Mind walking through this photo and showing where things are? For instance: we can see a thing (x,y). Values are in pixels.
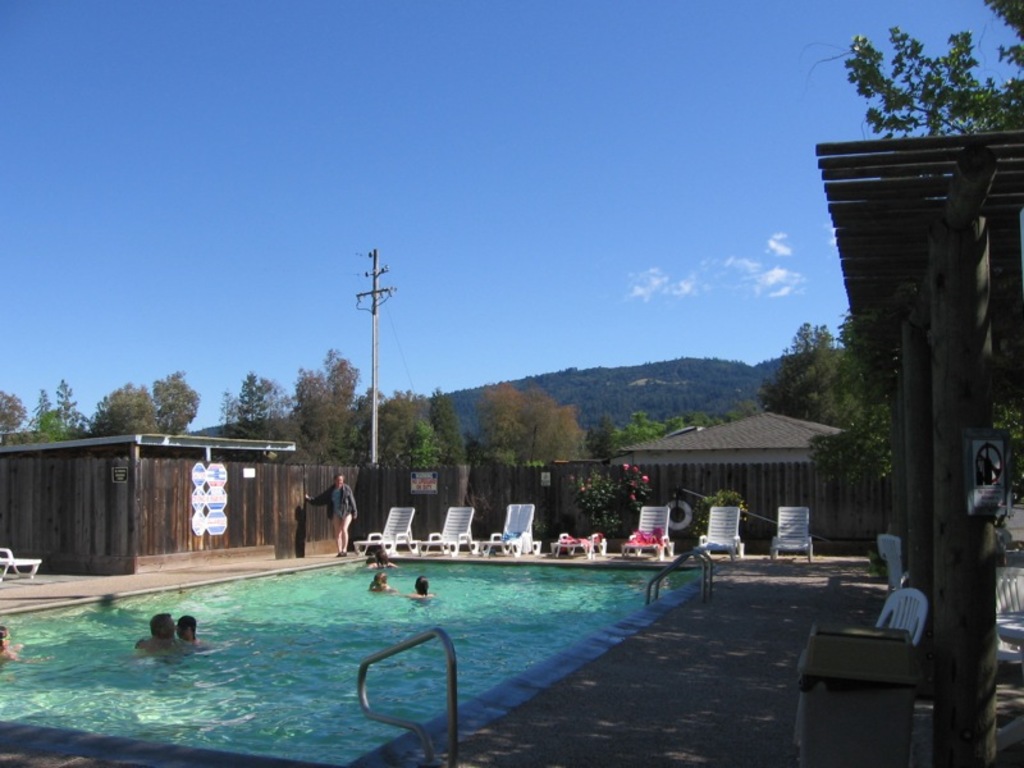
In this image there is a swimming pool (312,651), and in the pool (278,629) there are some persons (139,644) and also there are some chairs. On the right side (902,557) there are some wooden poles (888,195) and chairs (882,545) and a box (835,662), at the bottom (713,675) there is a walkway (643,645). And in the background (13,491) there are some houses (65,524), wall (319,484), pole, wires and some posters (210,477), trees (313,444) and mountains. At the top (384,204) there is sky (622,221), and on the right side (984,447) there is a board (998,464).
